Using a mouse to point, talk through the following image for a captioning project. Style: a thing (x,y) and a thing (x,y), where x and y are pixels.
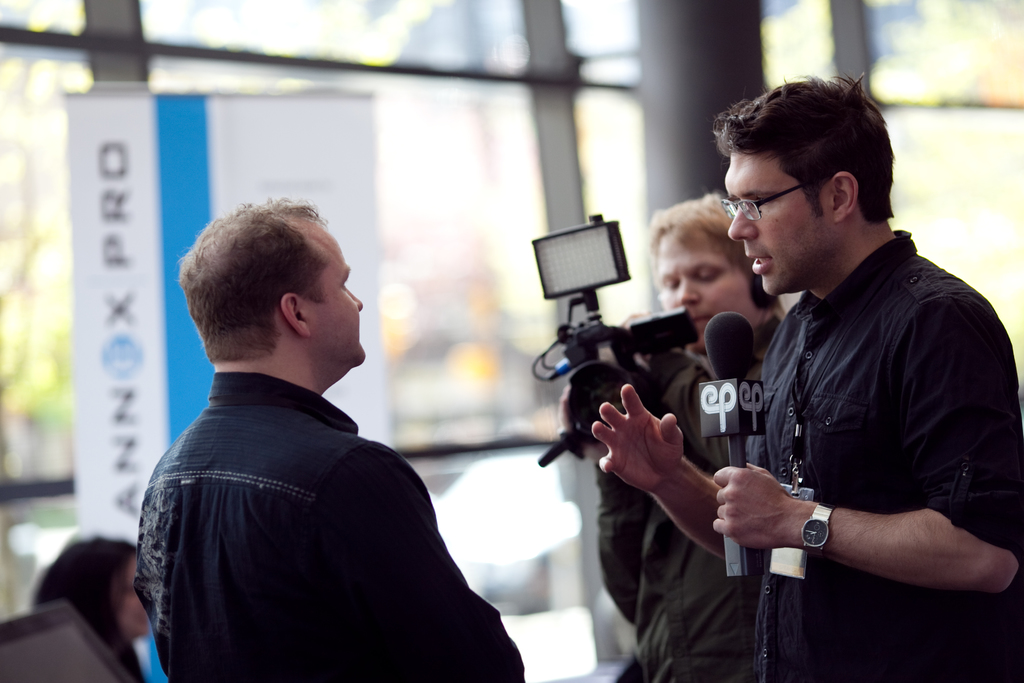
In this image I can see three persons (992,643) standing, the person (776,247) in front (887,547) holding microphone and talking. background (714,285) I can see the other person (726,263) holding camera (663,317), in front (304,527) I can see the person (370,470) standing wearing black color dress (331,518), background (295,135) i can see a banner (311,127) in blue and white color, and a glass window (407,152).
